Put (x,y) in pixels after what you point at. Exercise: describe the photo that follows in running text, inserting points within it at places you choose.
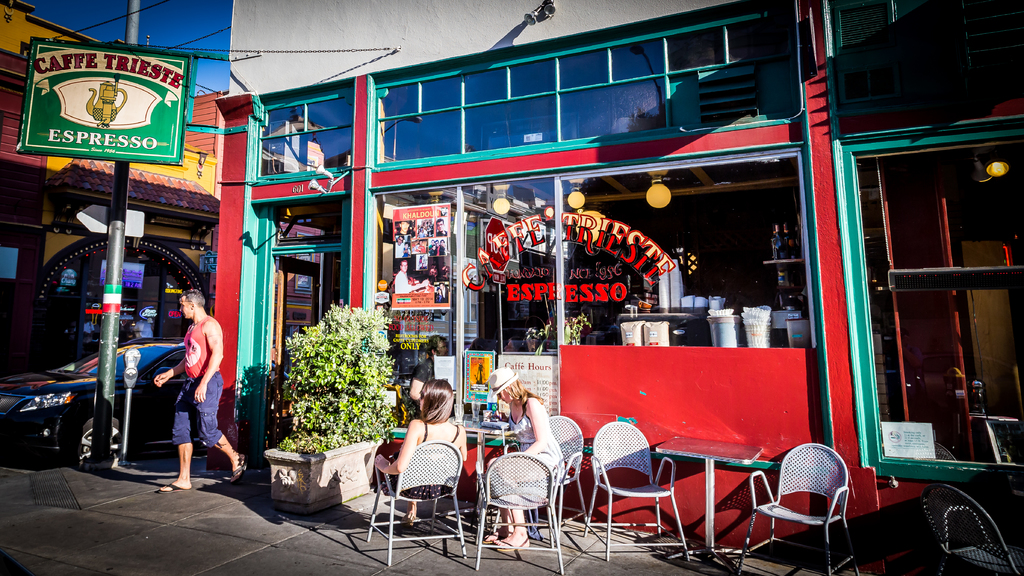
In this image in the center (360,237) there is one store (643,316) and at the bottom (528,444) there are two women (548,442) who are sitting on chairs (435,453), and also there are some chairs (968,505). On the left side (182,412) there is one man (192,364) who is walking and also beside him there is one car (79,396), in this image we could see some poles (103,357), boards (134,137), posters (425,265), glass windows (665,308) and in that store (674,315) there are some cups (697,305), plants (549,325), and some boxes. And on the top of the image (335,42) there is a wall (485,31) and some lights (527,17), at the bottom (338,531) there is a walkway (212,525) and some posters (443,271) are attached to the door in the center (447,299).
